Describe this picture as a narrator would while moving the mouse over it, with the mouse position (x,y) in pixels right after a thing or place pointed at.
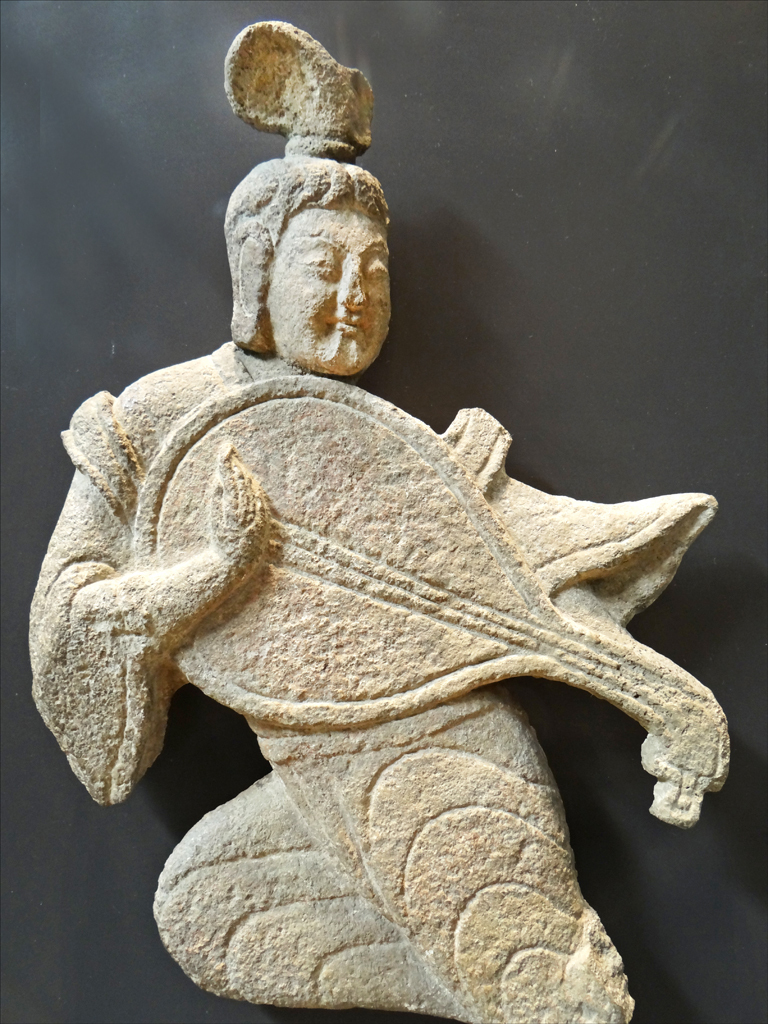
Here in this picture we can see a statue (371,479) that is made by carving stone (76,736) present over there.
